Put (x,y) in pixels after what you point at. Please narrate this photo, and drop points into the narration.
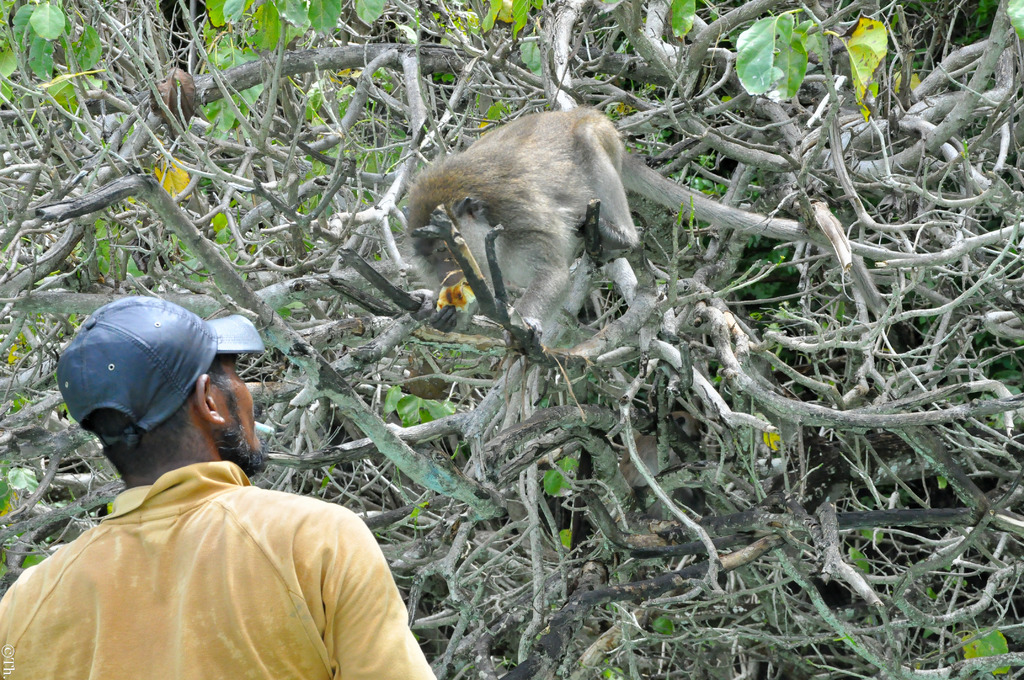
This image consists of a monkey (454,263). It is on the tree (725,334). At the bottom (203,628), we can see a man (215,546) wearing a yellow shirt (206,530) and a cap (69,392). In the background (111,33), there are many trees (768,655).
